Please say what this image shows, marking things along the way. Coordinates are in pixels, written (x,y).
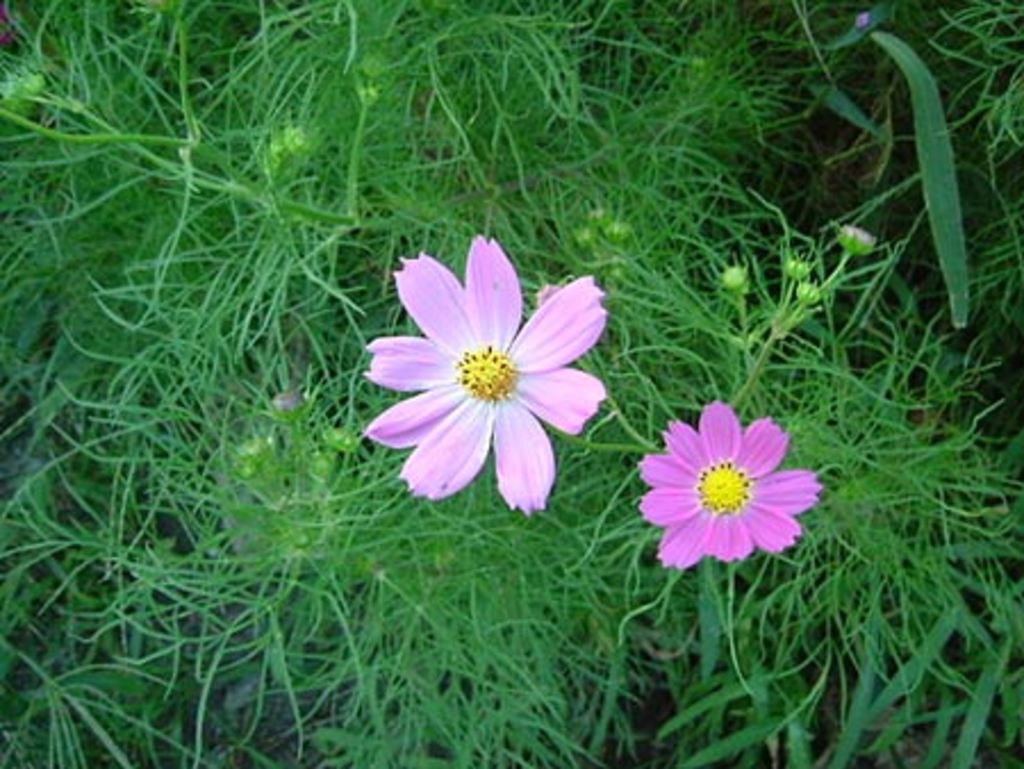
In this image I can see there are flowers (559,361), buds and plants (783,400).
